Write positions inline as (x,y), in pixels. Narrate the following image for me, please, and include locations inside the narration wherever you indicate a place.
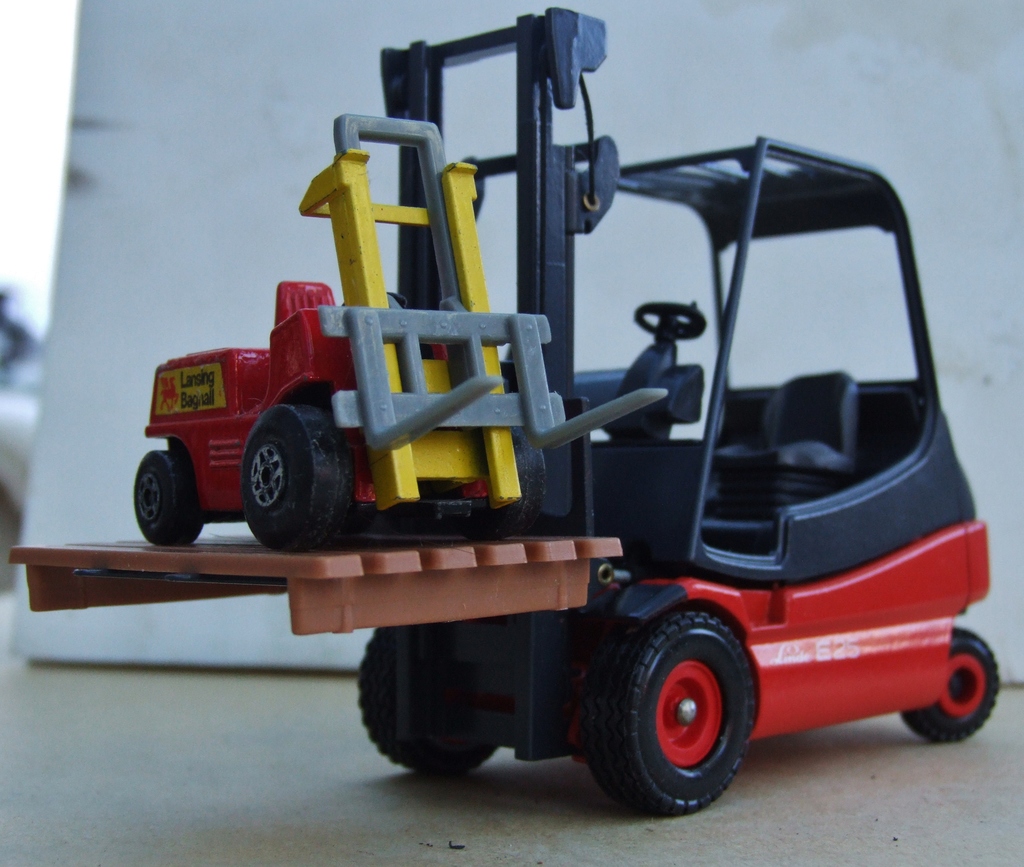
In this image I can see two toys vehicles (637,374). I can see color of these vehicles (673,519) are red, yellow and black. In the background (882,141) I can see the white colour wall (204,270) and I can also see this image is little bit blurry.
